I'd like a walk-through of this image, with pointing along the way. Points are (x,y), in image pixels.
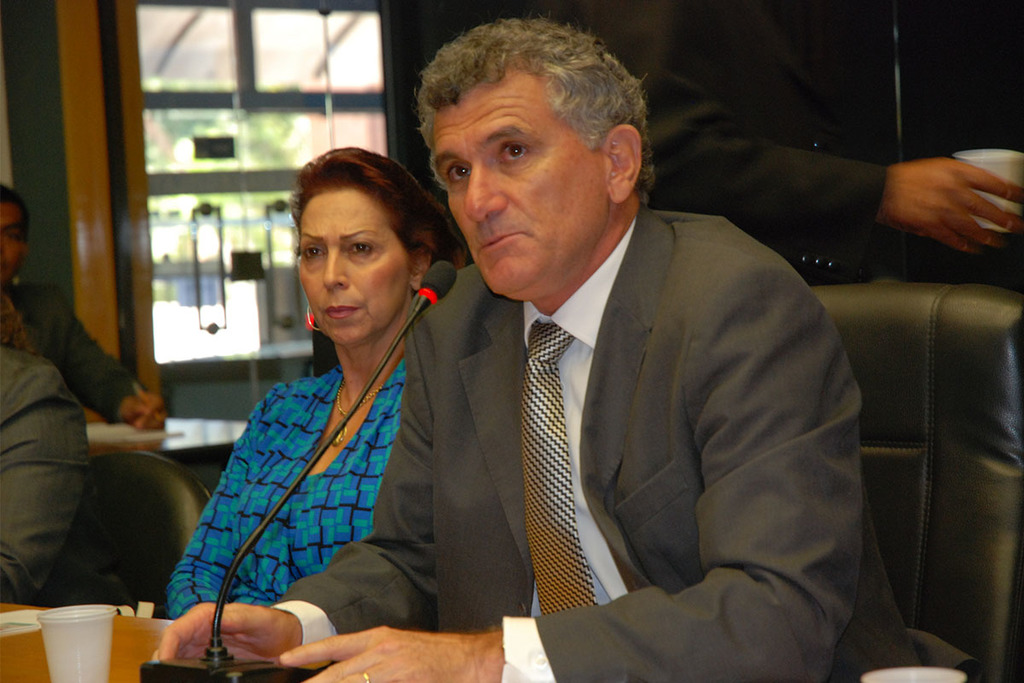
In this image we can see few people (289,394) sitting on chairs (899,351). There is a person (843,120) holding glass (979,167). And there is a table (35,640) with glass (80,650) and mic (168,662). In the back (234,203) there is a glass door (233,125).
